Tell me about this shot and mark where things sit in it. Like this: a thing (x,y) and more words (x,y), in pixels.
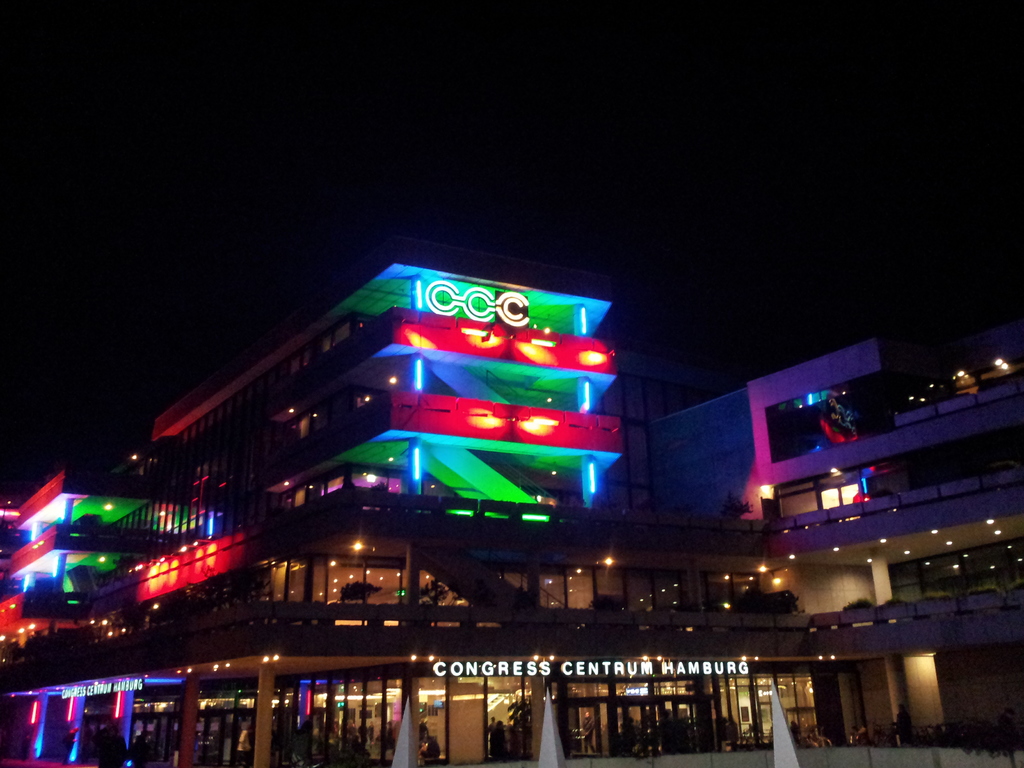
There is a building (410,505) which has different color lights (456,429) on it and there is congress centrum hamburg written on it.
